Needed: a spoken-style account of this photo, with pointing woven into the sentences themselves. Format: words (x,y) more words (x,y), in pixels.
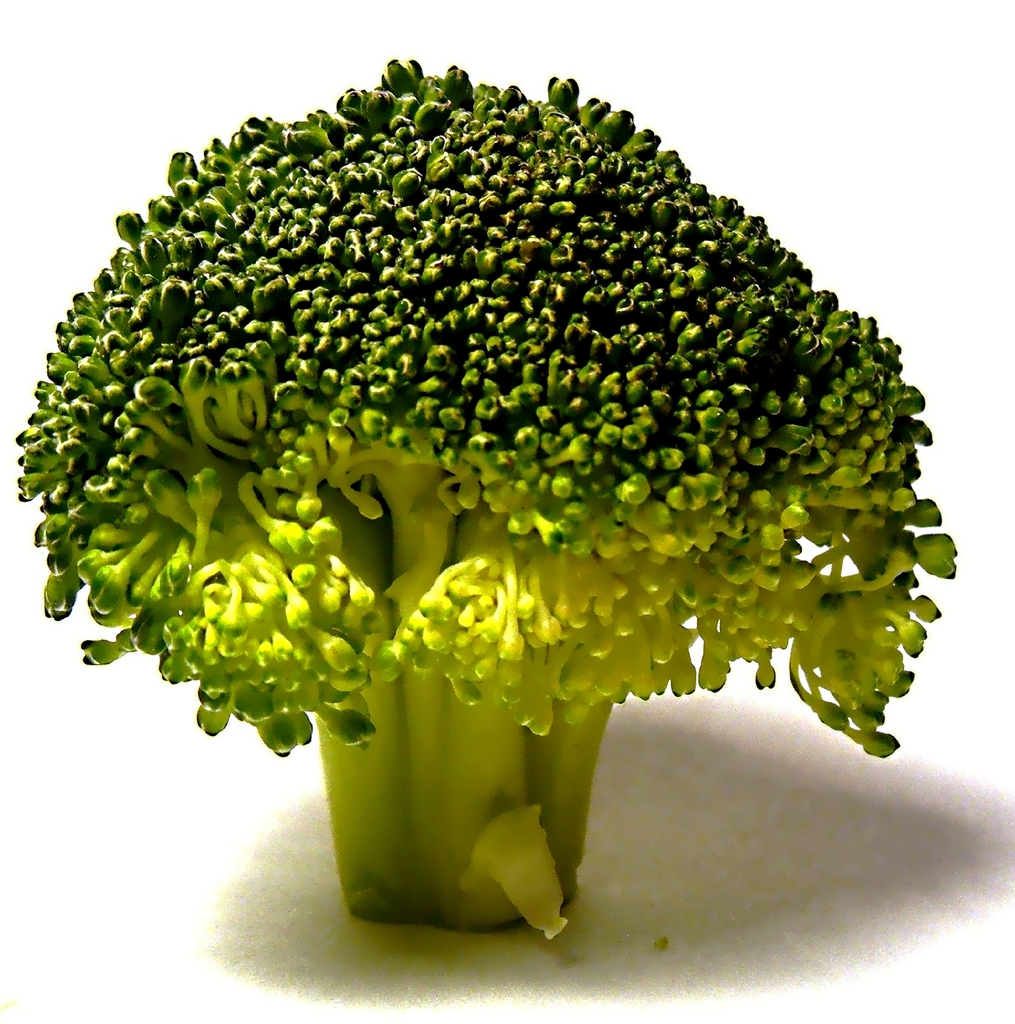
In this image its look like a green vegetable (631,345), and background (82,686) is white.
